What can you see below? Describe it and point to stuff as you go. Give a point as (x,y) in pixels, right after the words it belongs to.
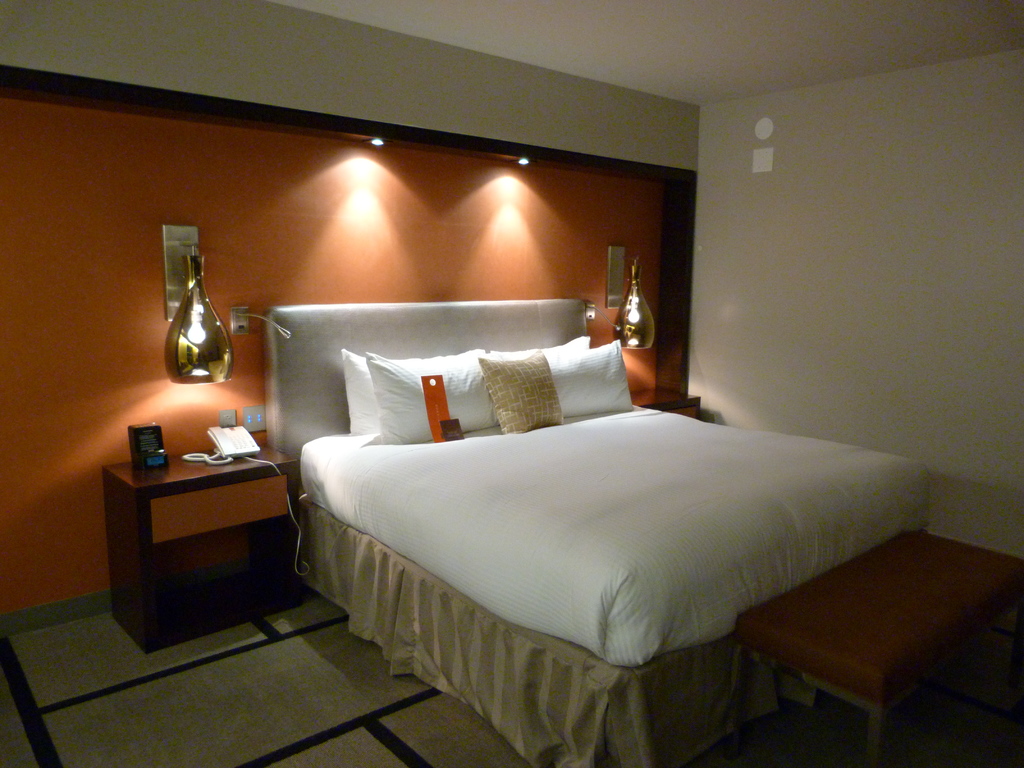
In this image we can see a bed (485,483) with pillows (538,415) on it, lamps (188,346) and telephone (233,438).
